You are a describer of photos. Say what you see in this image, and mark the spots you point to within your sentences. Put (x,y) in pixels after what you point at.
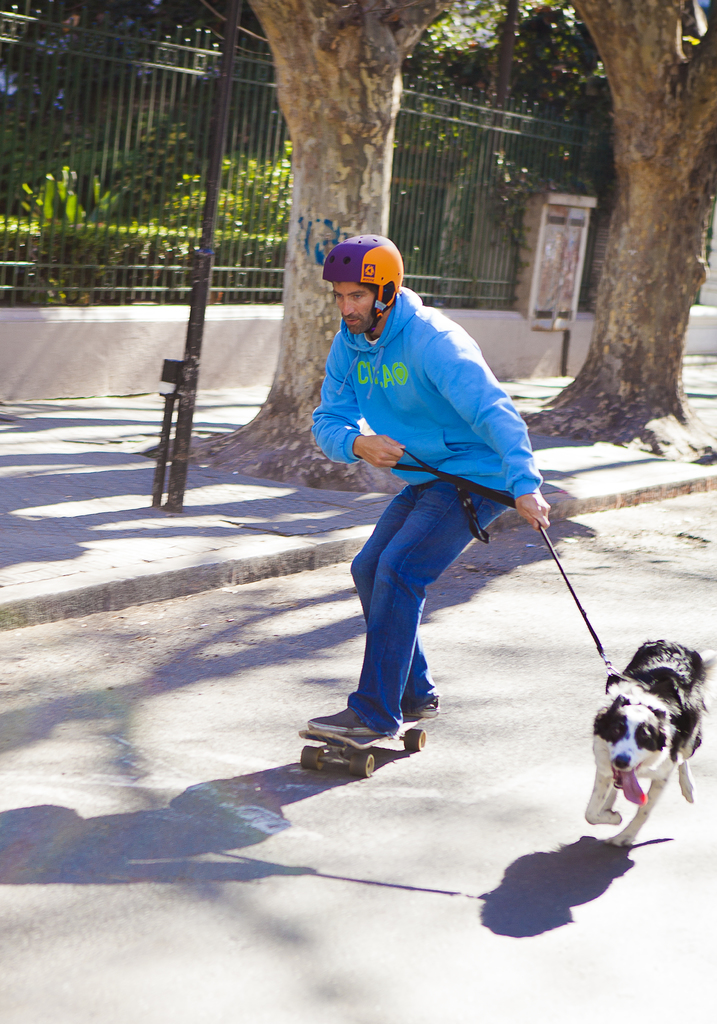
In this image we can see a man (389,552) skating on the road (561,611) and holding a belt (603,660). At the bottom (675,905) there is a road (546,940) and we can see a dog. In the background (298,181) there are trees (333,114), pole (164,430) and fence (285,194).
